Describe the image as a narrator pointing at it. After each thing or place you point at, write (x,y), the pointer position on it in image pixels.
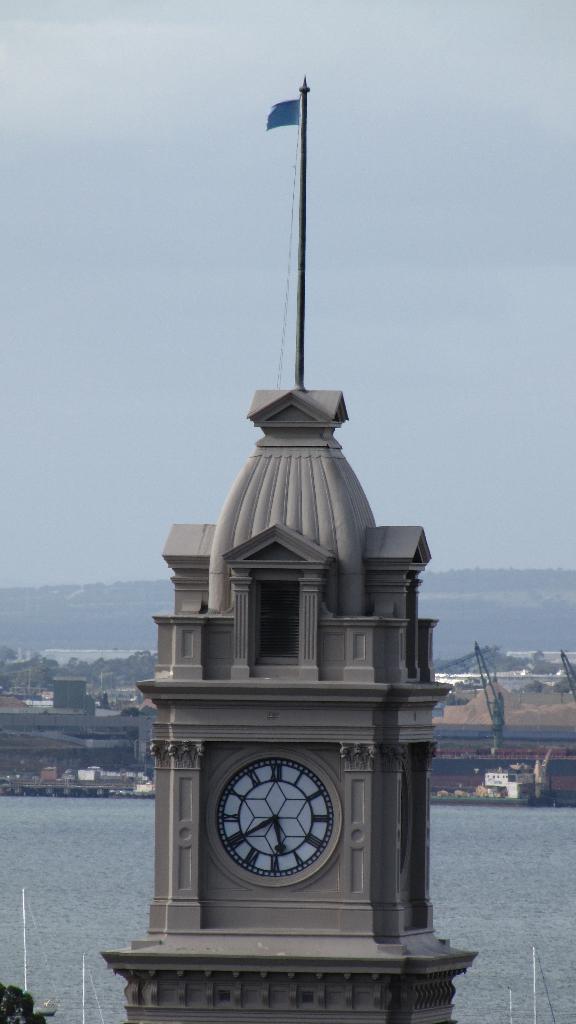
There is a clock tower (263,875) and a sea (116,868) at the bottom of this image (133,902). There are some trees (493,666) and some mountains (57,628) in the background (38,660). There is a sky (327,254) at the top of this image (327,254).
